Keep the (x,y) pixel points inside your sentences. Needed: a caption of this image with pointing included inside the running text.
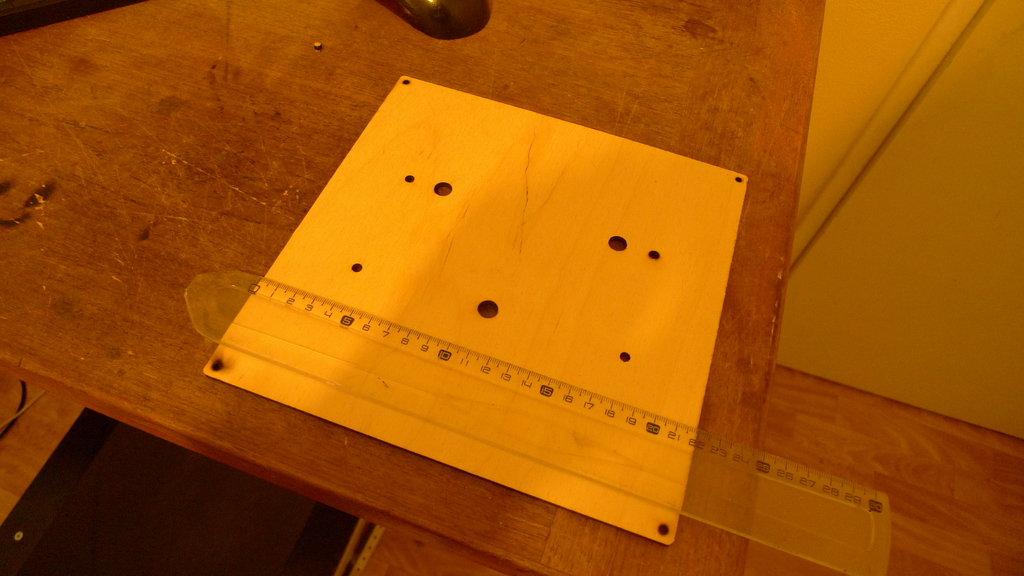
In this image I can see a table (694,72) and on it I can see a yellow color thing (526,485) and a measurement scale (882,509). I can also see a black color thing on the top side of this image (488,1).
